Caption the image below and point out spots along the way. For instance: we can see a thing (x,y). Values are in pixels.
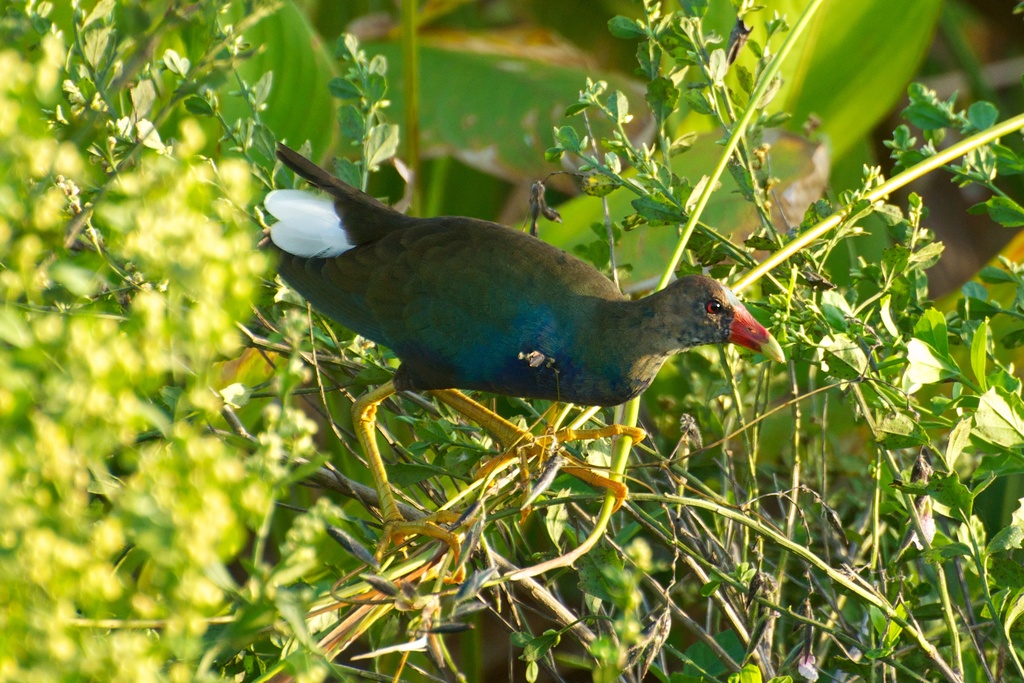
In the center of the image (424,310), we can see a bird (477,384) and in the background (414,410), there are plants (560,532) and we can see leaves (683,47).
